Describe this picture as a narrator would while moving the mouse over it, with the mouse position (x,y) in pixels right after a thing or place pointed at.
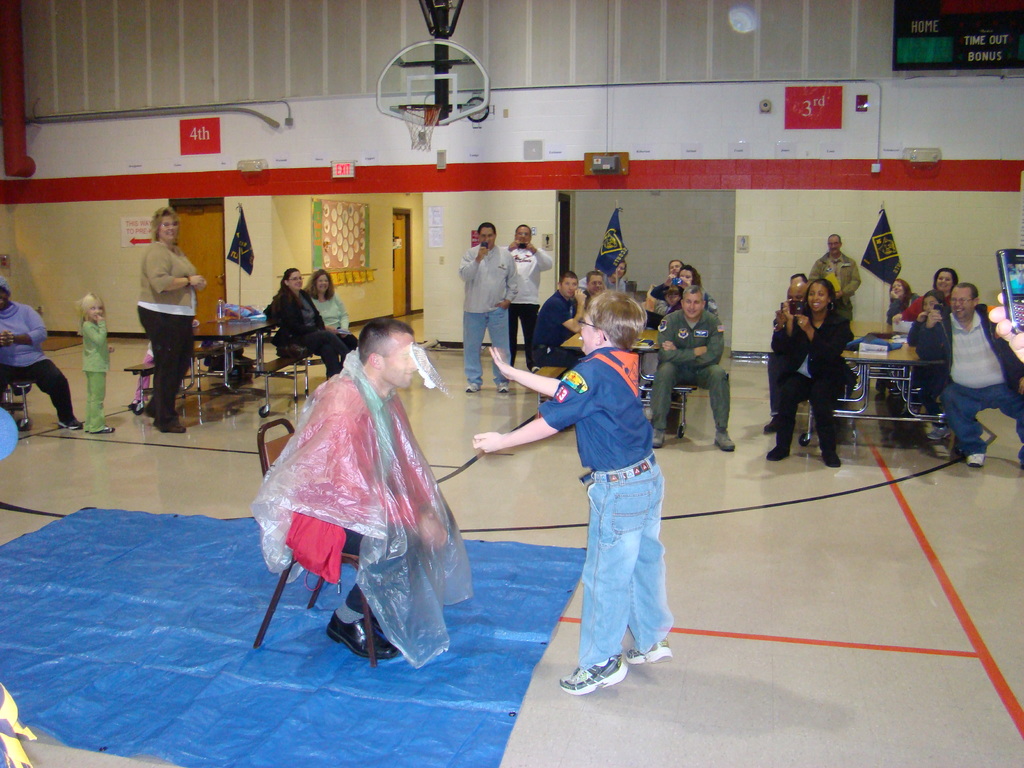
In the picture there is a hall (880,705) and two people (359,466) are performing some activity in between the hall (243,451) and around them a lot of people (787,364) were sitting around the tables (862,369) and watching their activity and some of the people (529,247) are standing and taking the photographs, in the background (280,227) there are some other rooms (355,231) beside the wall (455,210) and there are also navy blue color flags (890,246) in front of the wall (644,276).
